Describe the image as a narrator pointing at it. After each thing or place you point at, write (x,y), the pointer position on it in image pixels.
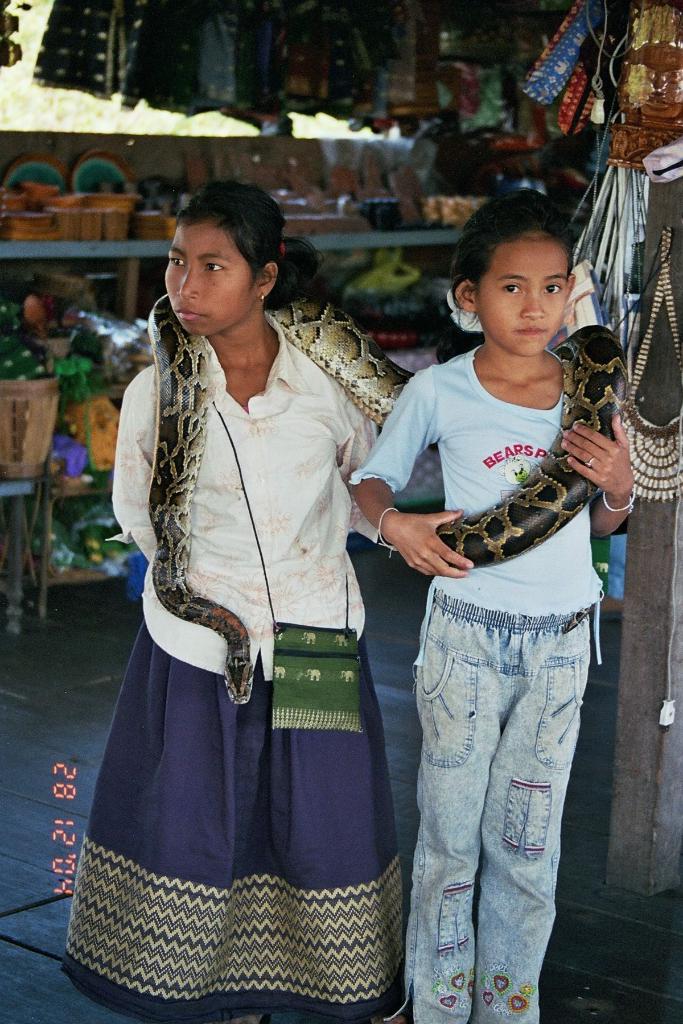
There are two persons (349,763) carrying snake (450,541) on them. Behind them there are clothes (558,52) and material stuff (53,194).
